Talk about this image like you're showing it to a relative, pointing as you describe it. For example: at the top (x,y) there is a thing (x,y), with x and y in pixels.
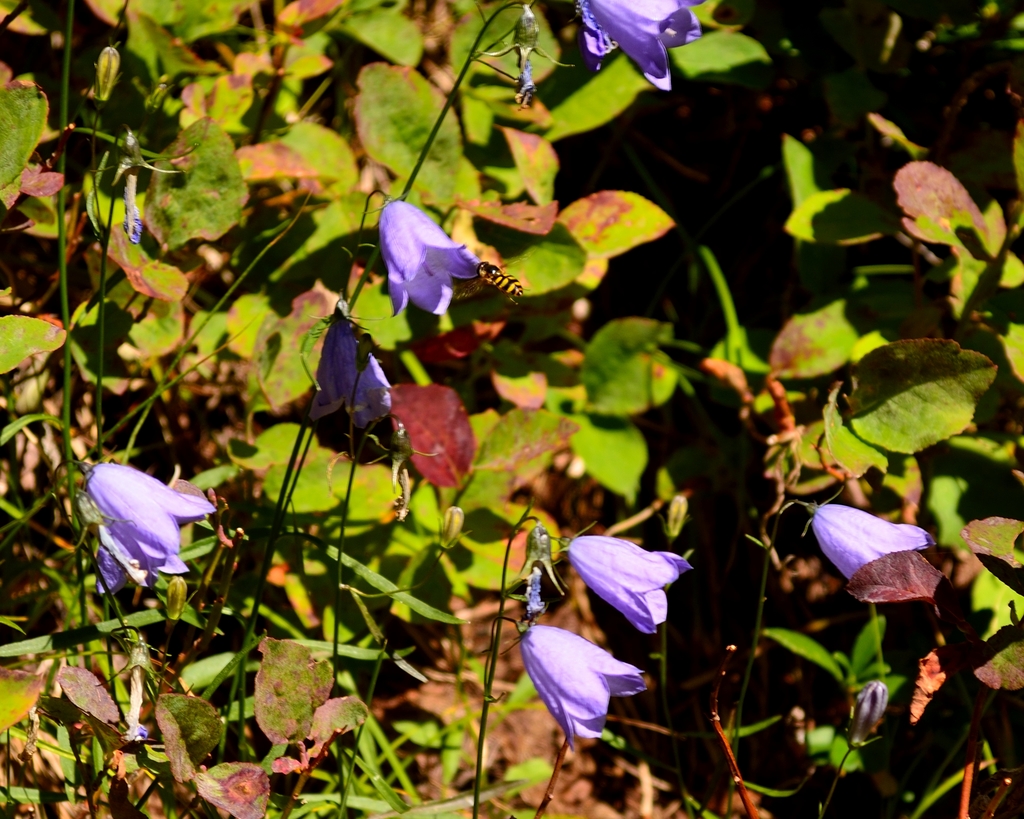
In this picture I can see flower plants (390,391). These flowers (349,387) are purple in color.
